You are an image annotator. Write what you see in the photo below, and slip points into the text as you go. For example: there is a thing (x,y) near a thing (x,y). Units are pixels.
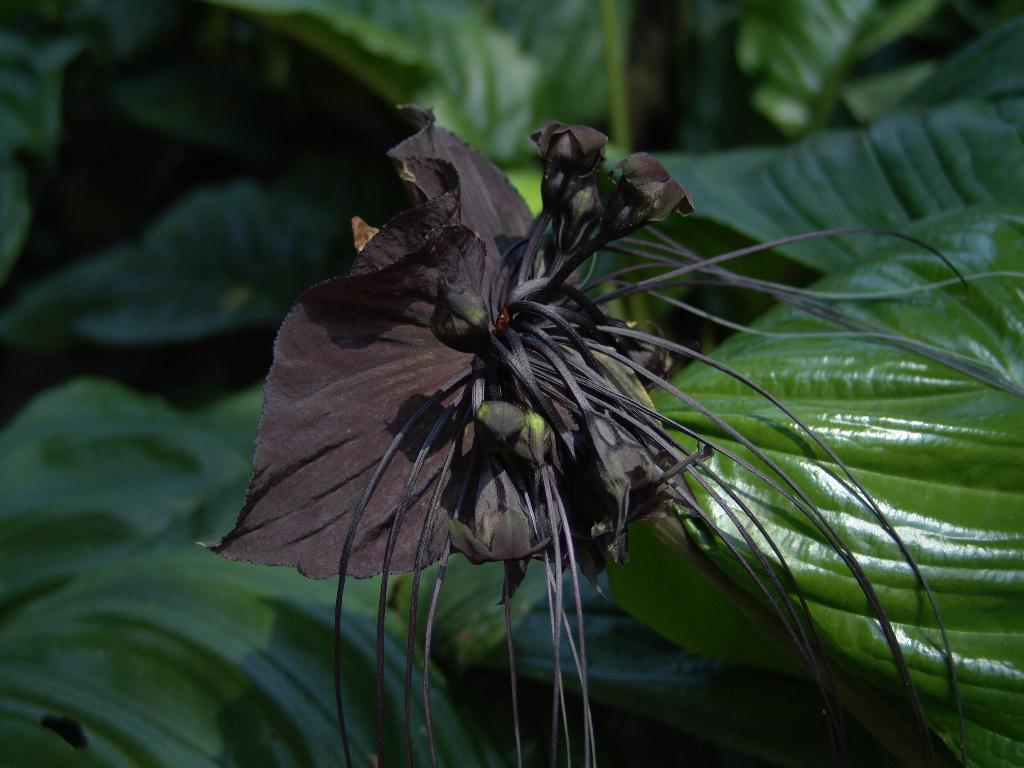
In this image we can see a flower (479,337). In the back (540,104) there are leaves (256,244).
